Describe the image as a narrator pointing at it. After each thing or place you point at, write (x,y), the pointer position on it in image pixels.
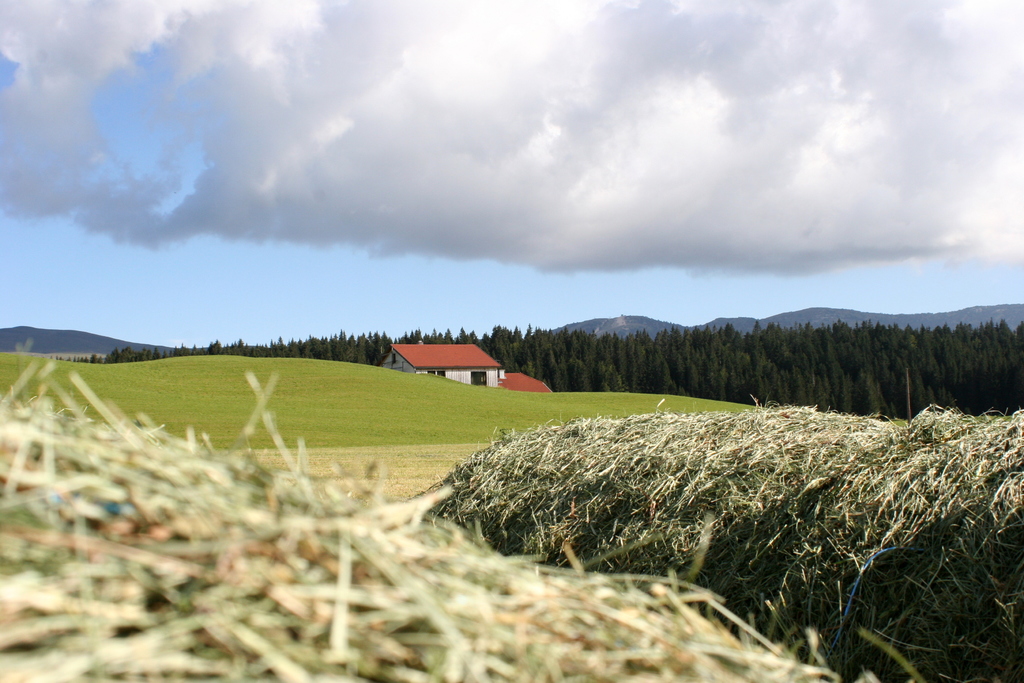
In this image we can see grass (550,619). In the back (396,414) there is a grass lawn (376,405), house (462,355) with windows (478,382), trees (518,353), hills (570,333) and sky (416,133) with clouds (409,113).
